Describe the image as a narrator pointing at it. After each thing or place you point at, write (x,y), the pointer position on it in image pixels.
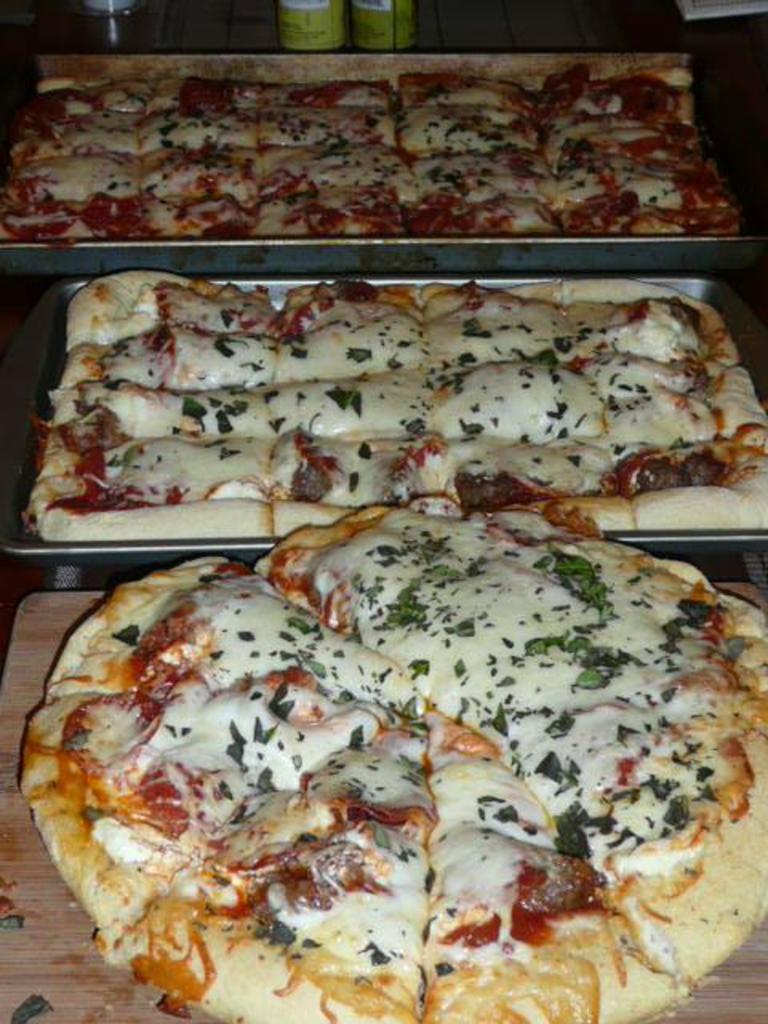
In this picture we can see a chopping board (45,940) and two trays (10,446), we can see pizzas (301,163) in these trays (560,261) and on chopping board (48,959), there are two things (307,4) at the top of the picture (340,18).
